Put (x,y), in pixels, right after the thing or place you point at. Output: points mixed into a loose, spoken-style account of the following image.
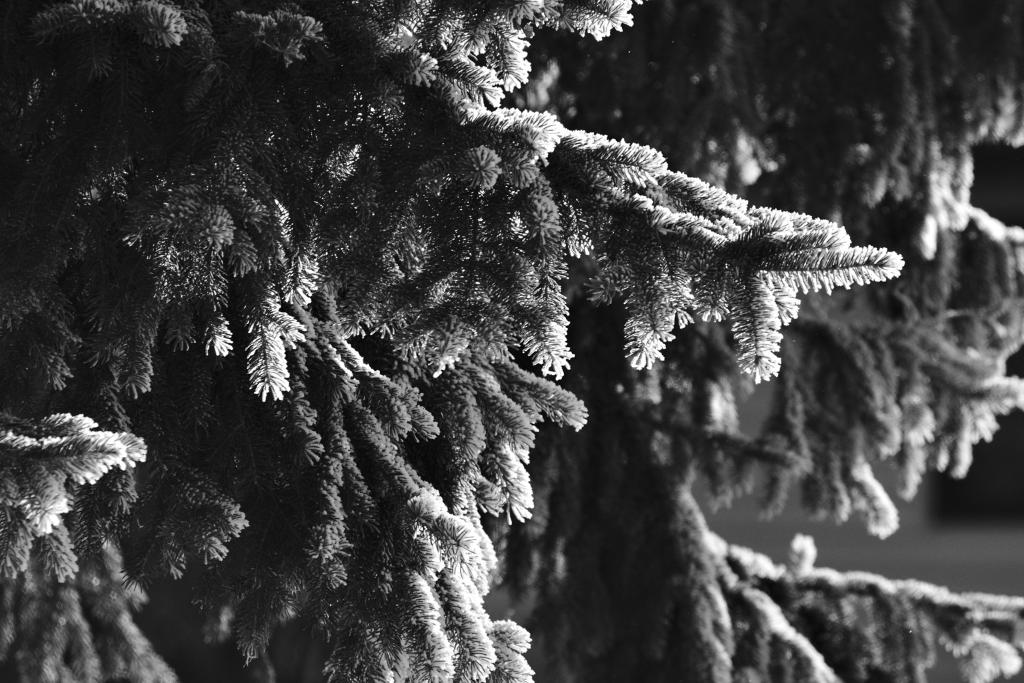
This is a black and white picture. Here we can see trees (574,436).
